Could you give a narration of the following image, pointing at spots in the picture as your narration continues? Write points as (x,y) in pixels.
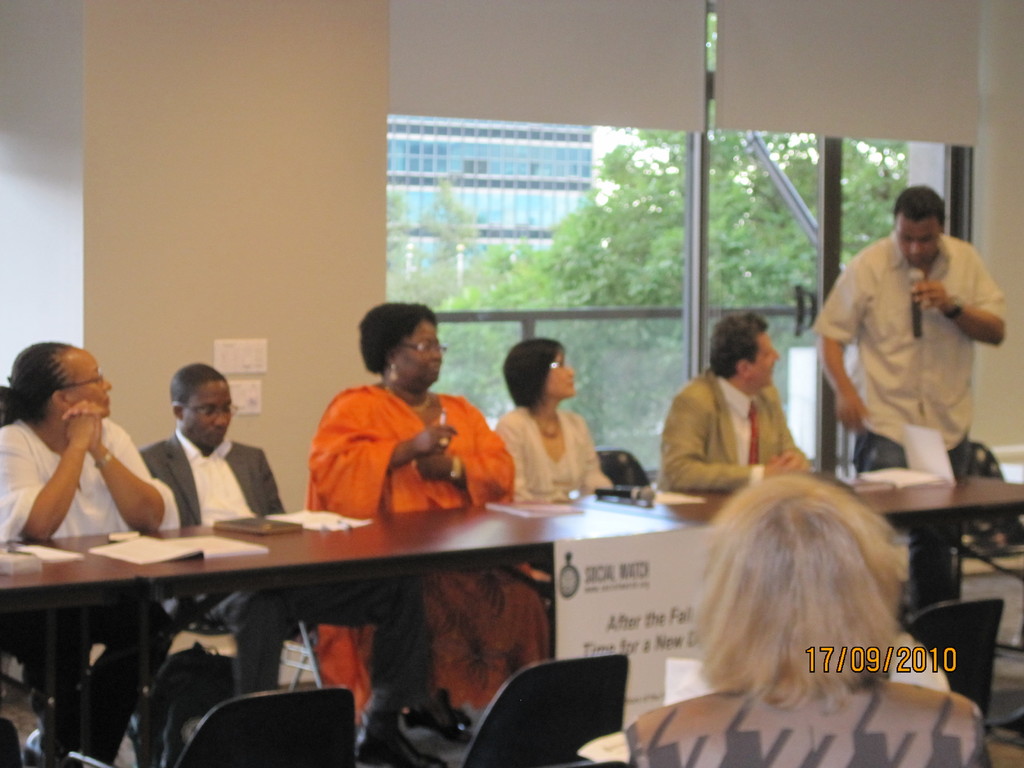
Here we can see a person (938,589) standing on the right side (835,326). He is holding a microphone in his hand (921,291) and he is speaking. There are a five people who are sitting on a chair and paying attention to the speaker (897,306). In the background (608,252) we can see a glass window (602,255), a tree (616,252) and a building (491,187).
